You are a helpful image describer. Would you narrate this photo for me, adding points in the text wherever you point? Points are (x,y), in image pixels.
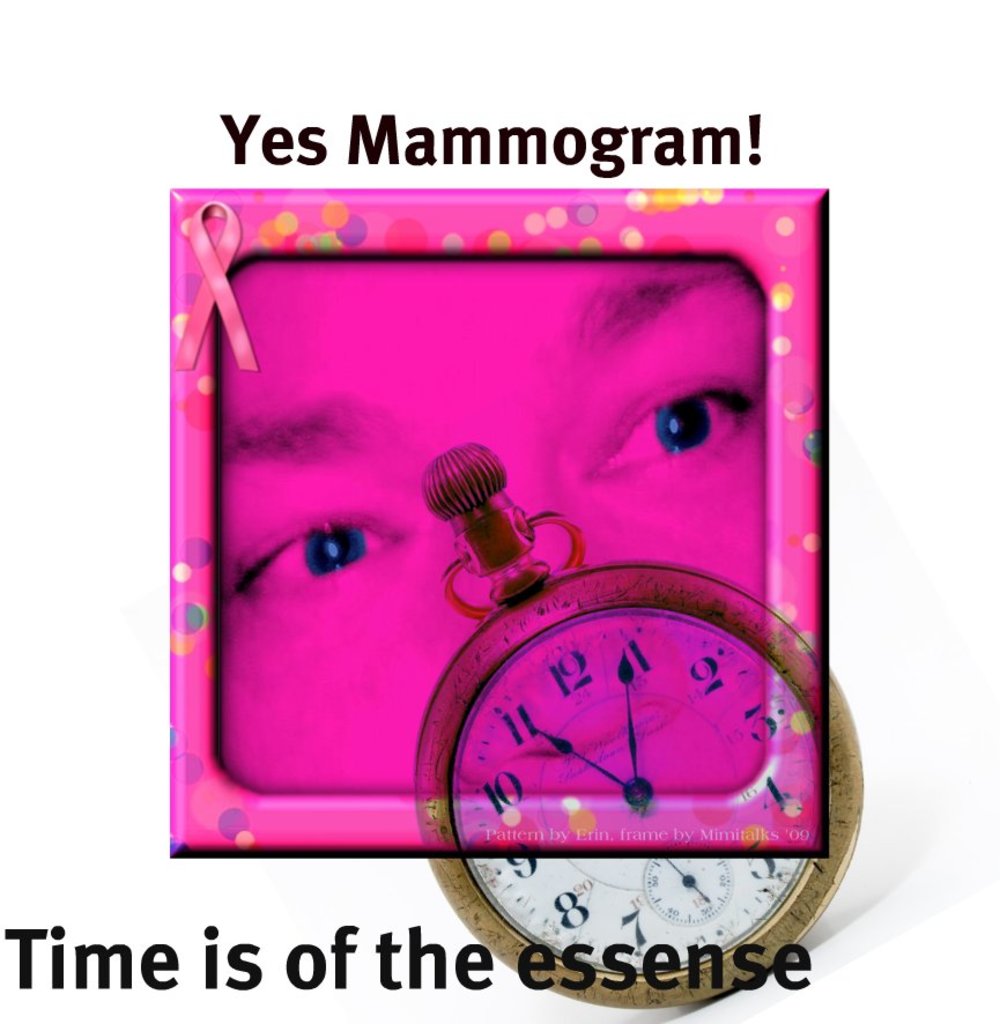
In this picture we can see a frame (512,538), clock (487,574) and some text (415,128).
